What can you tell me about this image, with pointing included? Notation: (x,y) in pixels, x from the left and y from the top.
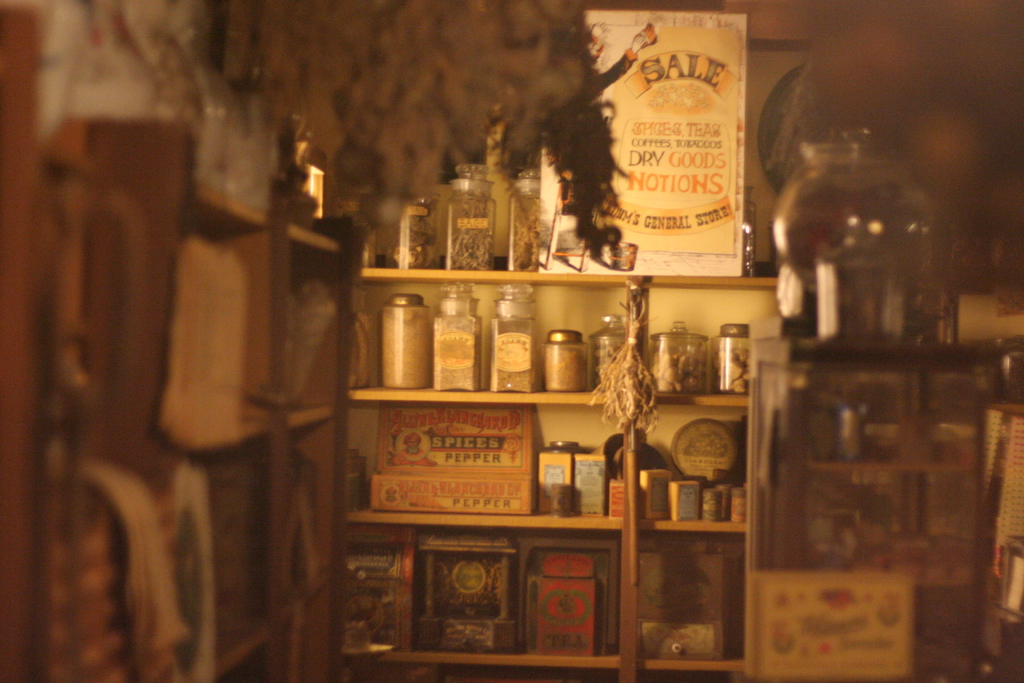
In this image I see few jars (872,179) in the shelves (668,452) and few other things (849,664) in it.
